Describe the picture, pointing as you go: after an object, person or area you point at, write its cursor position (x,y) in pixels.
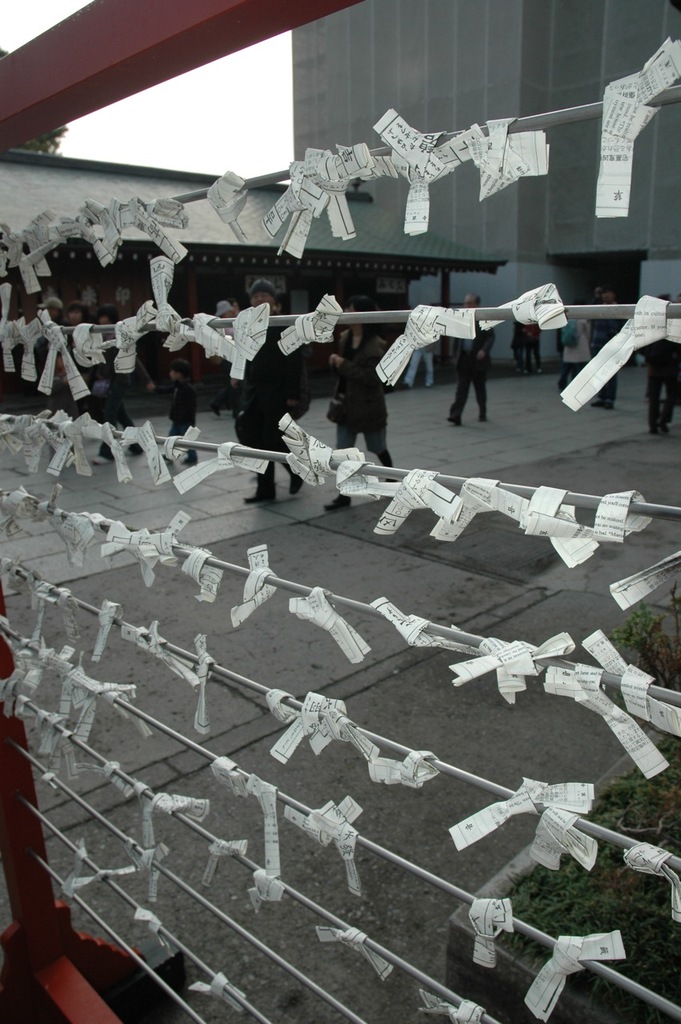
In this picture we can see papers (266,825) are tied to the thin rods (653,514). We can see people (343,407) walking on the floor (547,423). This is a shed (53,188) and a building (520,250). At the right side (535,903) corner of the picture we can see a plant (529,912).
